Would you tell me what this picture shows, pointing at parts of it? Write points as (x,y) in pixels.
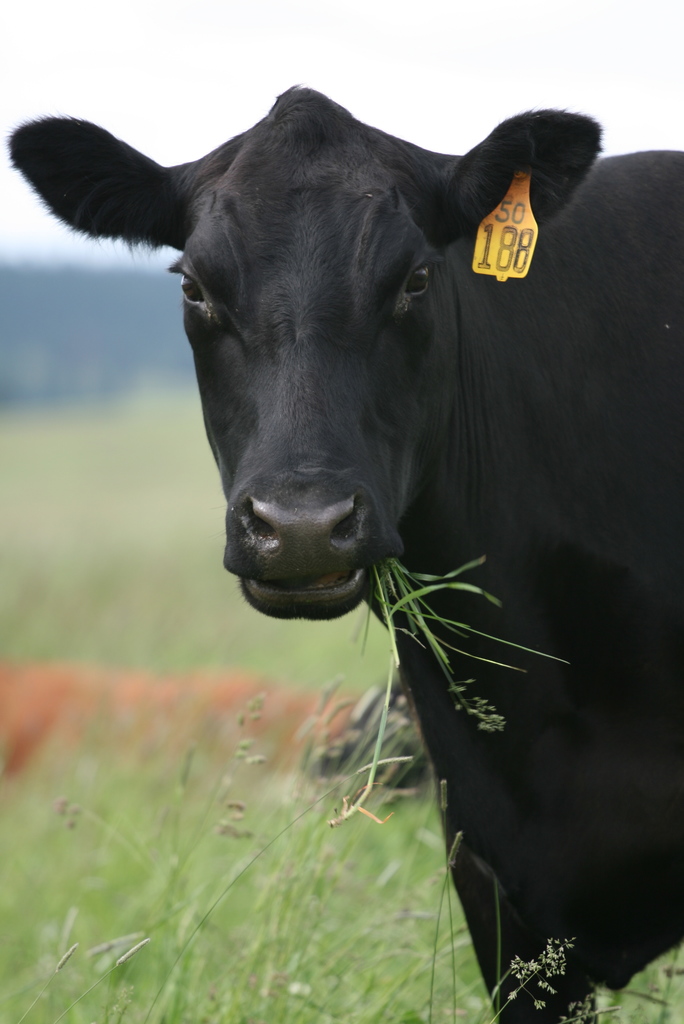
In this image I can see a cow (494,633) on grass (313,806). In the background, I can see the sky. This image is taken may be on a farm (336,859).
